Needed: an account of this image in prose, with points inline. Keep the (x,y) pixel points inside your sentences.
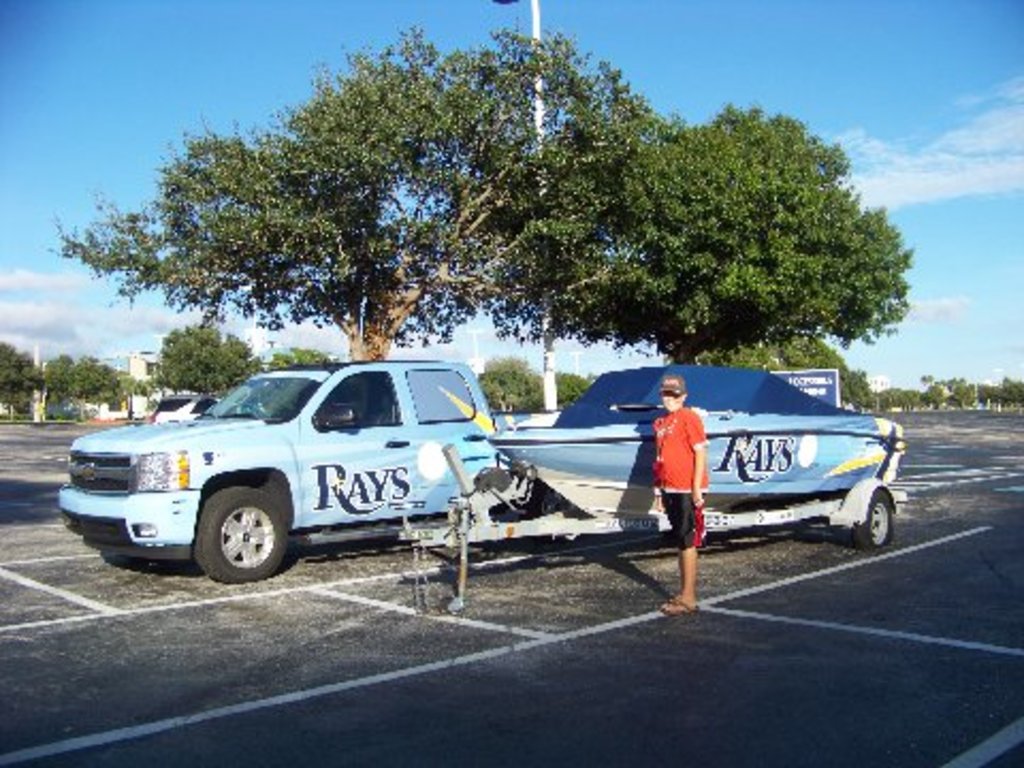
In the middle of the image (680,501) a person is standing and watching. Behind him we can see some vehicles (545,501) on the road (939,477). Behind the vehicles (734,447) some poles (545,311) and trees (843,278) and buildings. At the top of the image (30,241) we can see some clouds (195,309) in the sky (124,33).
